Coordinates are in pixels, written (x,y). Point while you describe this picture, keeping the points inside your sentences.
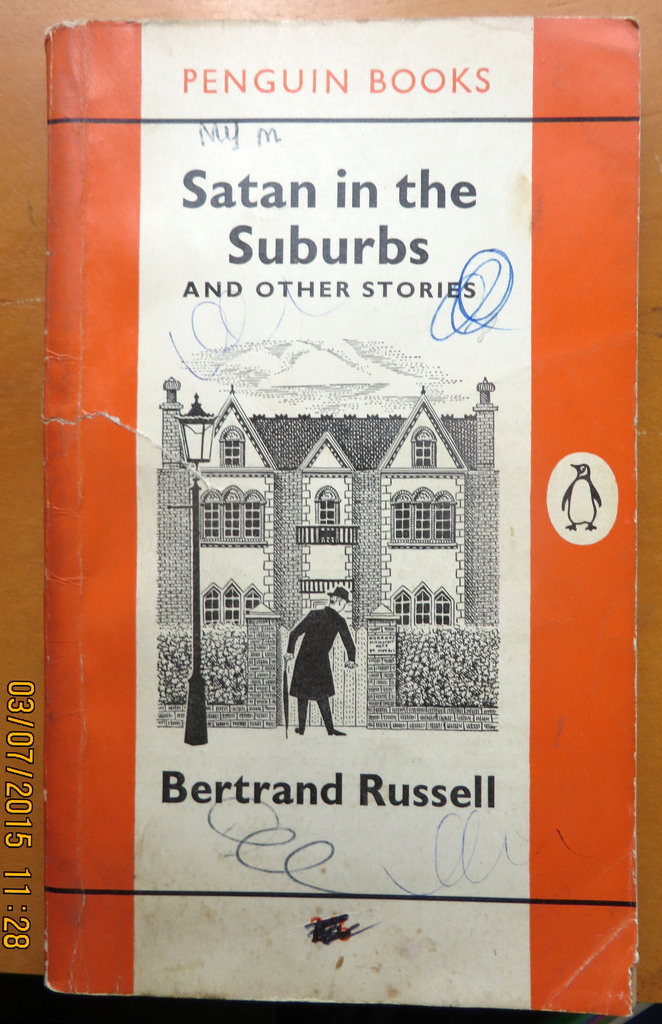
In this image we can see a book (299,166) placed on the surface (655,7) and we can also see some text (222,182) written on it.
